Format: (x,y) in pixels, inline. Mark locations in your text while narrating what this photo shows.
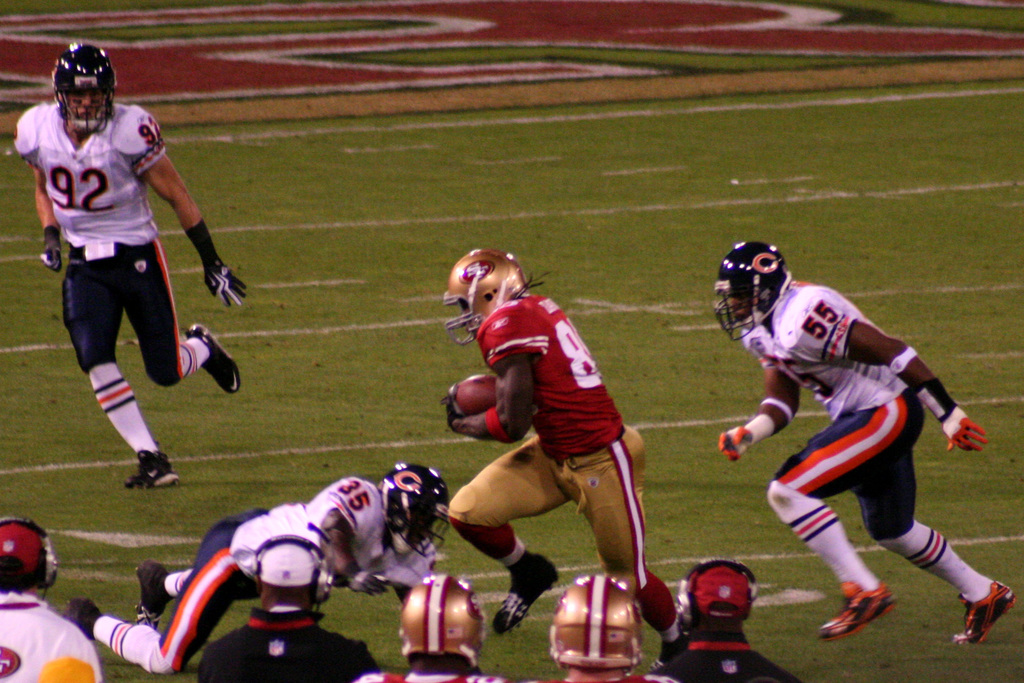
In this picture we can see some people (867,370) are playing football game, they wore helmets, gloves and shoes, a person (565,375) in the middle (562,401) is holding a ball (484,402), at the bottom (889,641) there is grass (878,643).
